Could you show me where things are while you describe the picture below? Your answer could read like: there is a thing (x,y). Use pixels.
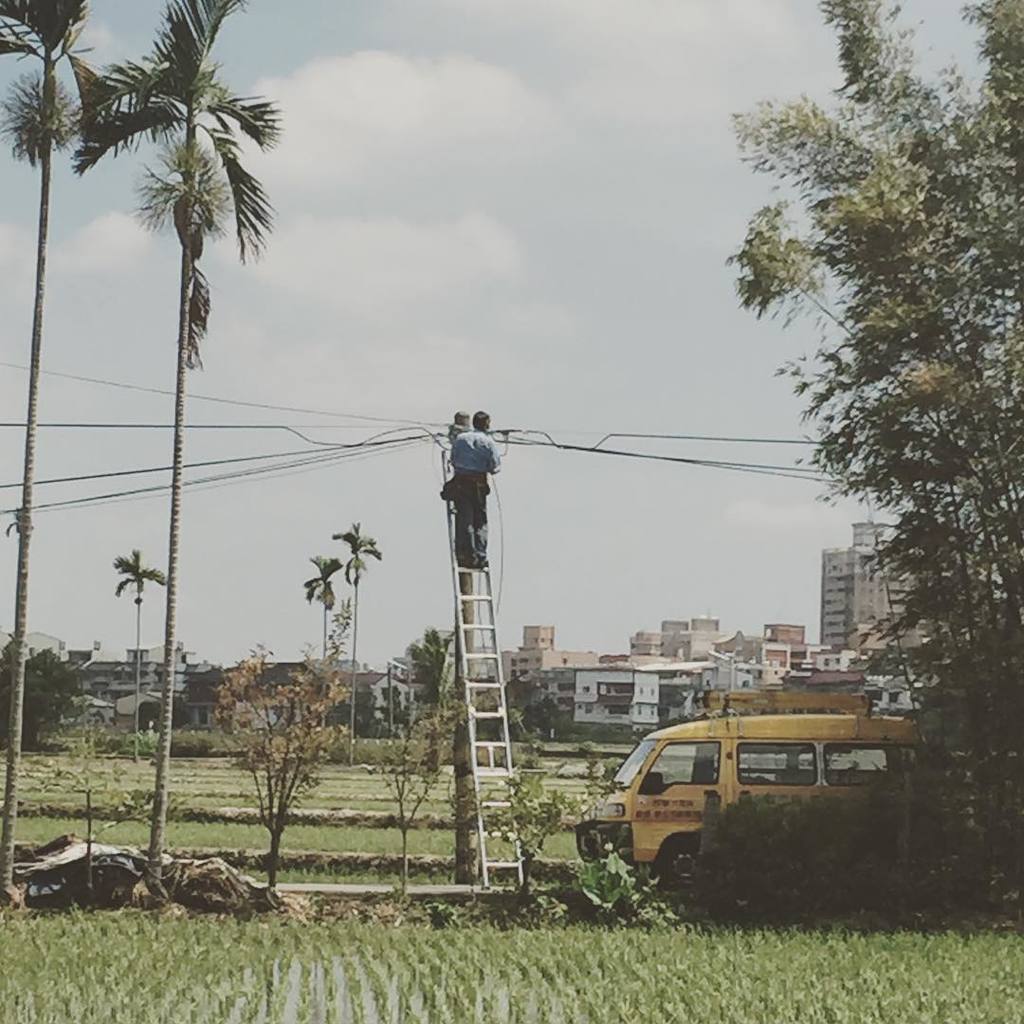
This is an outside view. Far there are many buildings (675,680). Trees (882,156) are far away from each other. This is a field land (552,968). Human (468,467) is standing on a ladder (471,695) with a help of pole (468,751). Cables (506,441) are connected from one pole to another pole (468,829). Vehicle (627,831) is in yellow color.
